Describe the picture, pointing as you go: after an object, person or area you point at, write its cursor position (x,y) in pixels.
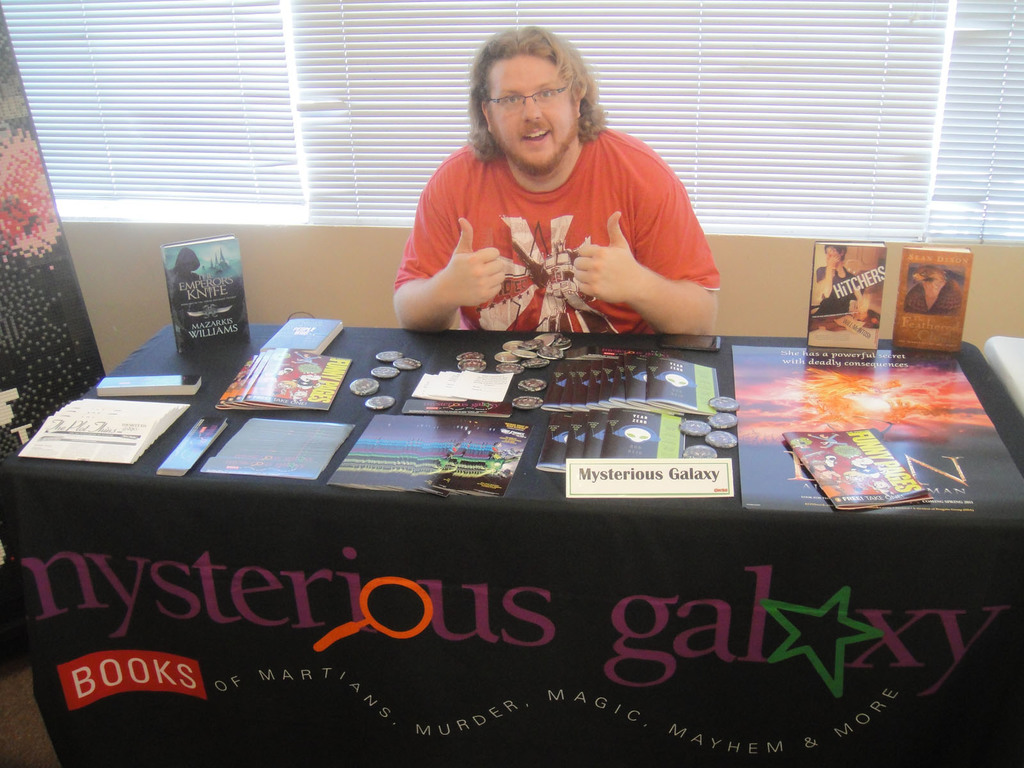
In this image In the middle (518,489) there is a table (458,621) on that there is a book (829,482), coins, paper (132,416) and text (125,433). Behind the table (562,482) there is a man (548,233) he wear red t shirt (581,223) he is smiling. In the background (327,12) there is a window (390,98), poster (19,286) and wall (105,286).
